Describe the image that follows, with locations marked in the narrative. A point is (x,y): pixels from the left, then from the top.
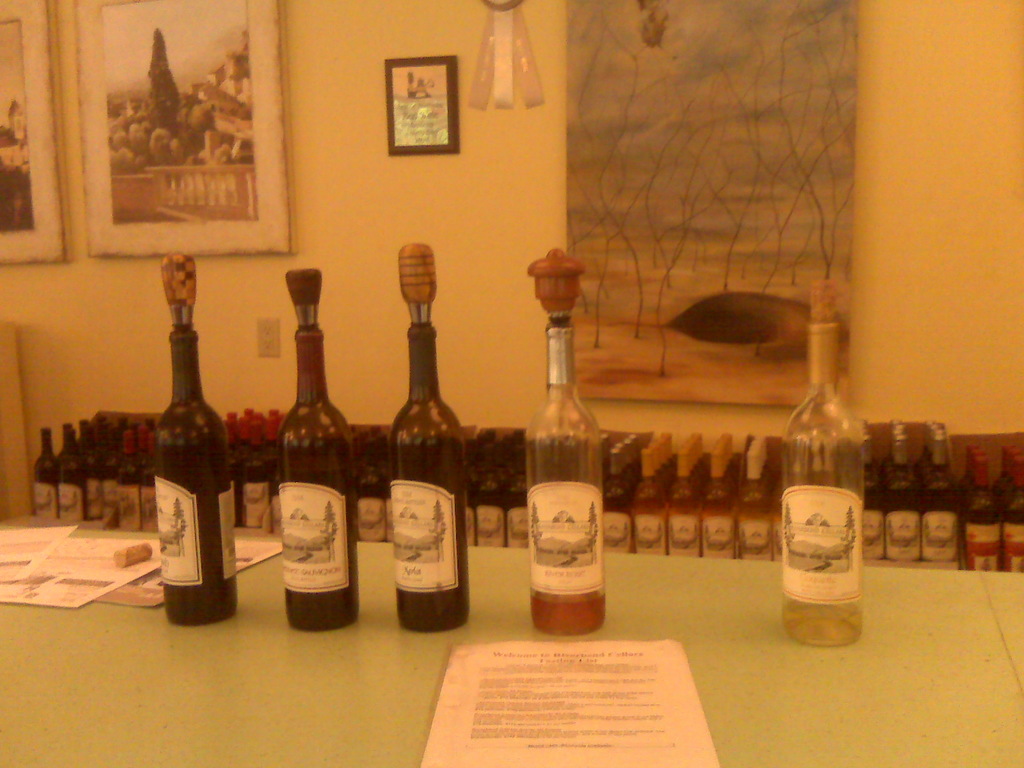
There are many glass bottles (293,479) kept on the table (884,582) with wooden stoppers (813,309) on them and in the background (94,443) we find many bottles (253,462) placed. There is a painting (749,131) attached to the wall (955,408) and there are few photographs (428,87) fitted.
